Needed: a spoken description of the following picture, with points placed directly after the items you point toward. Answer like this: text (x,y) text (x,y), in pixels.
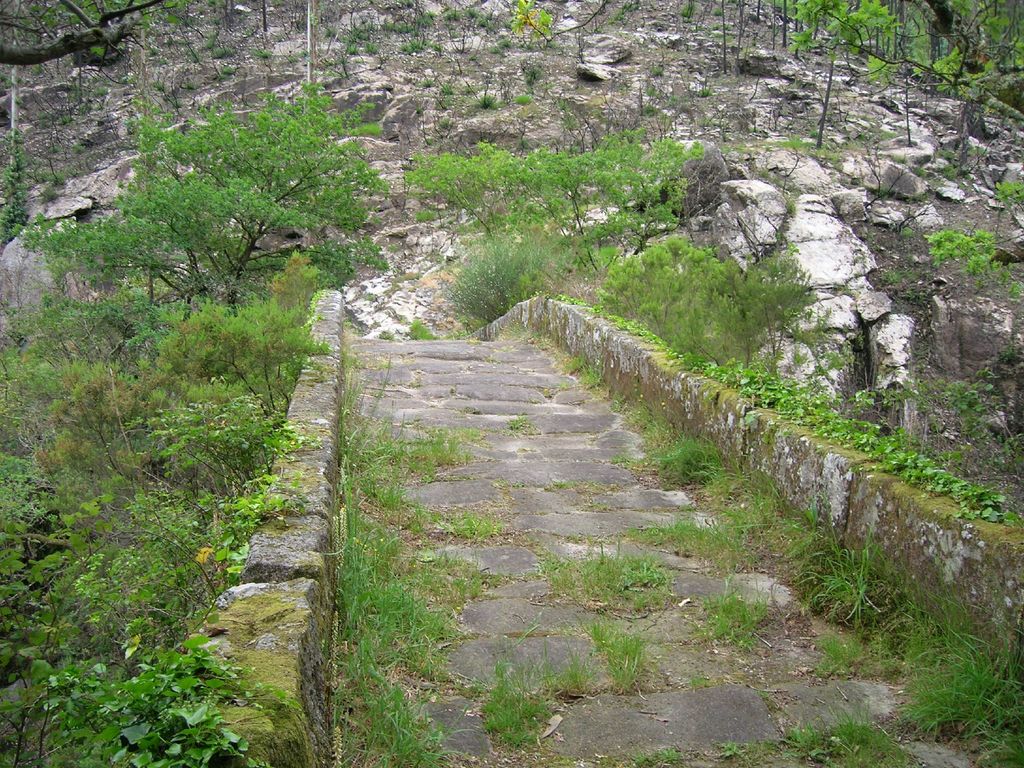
In the background (880,85) we can see the rocks (907,151) and plants (96,397). In this picture we can see the trees (266,179), green grass (382,589) and we can see the walls (302,624) on the right (939,626), left side of the picture (302,624).
